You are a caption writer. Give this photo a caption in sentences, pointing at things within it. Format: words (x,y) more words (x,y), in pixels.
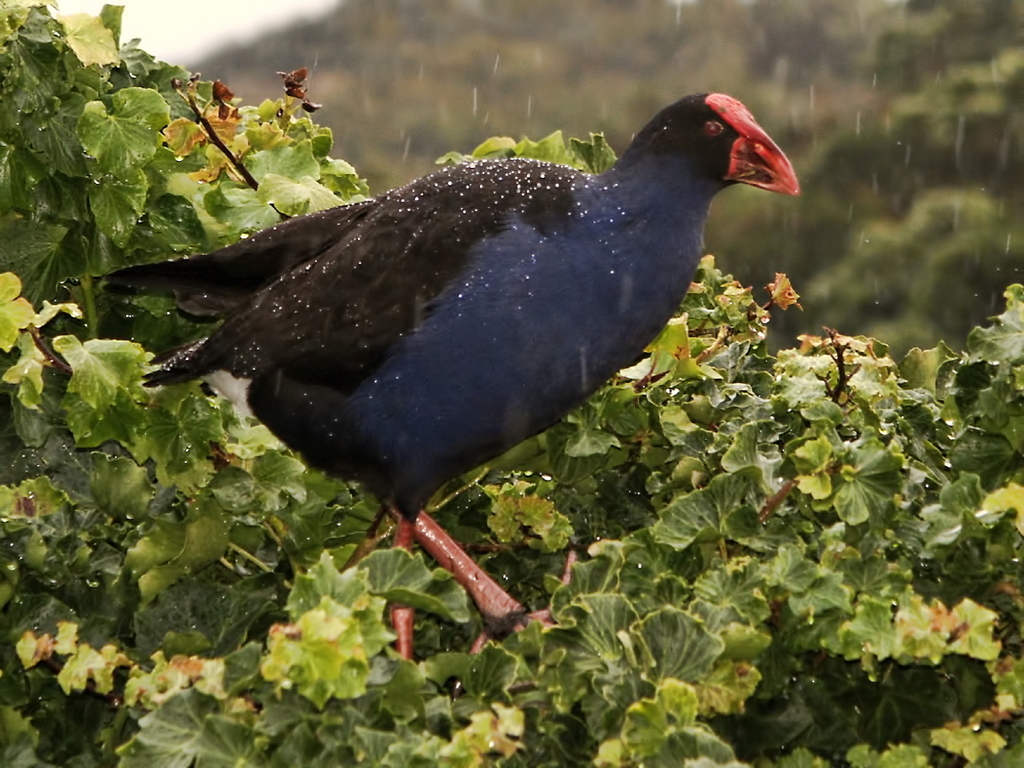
In this image we can see a bird (295,237) on the plants (459,590).
